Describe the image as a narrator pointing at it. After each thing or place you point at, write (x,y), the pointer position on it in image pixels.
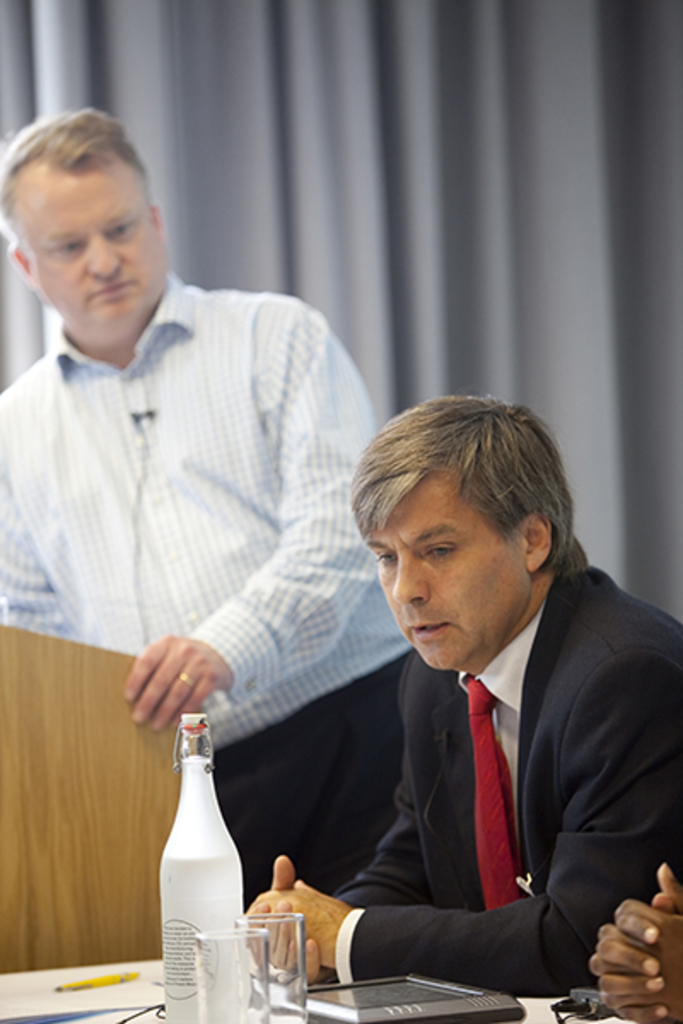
A person (403,868) wearing a black dress (440,839) is sitting. Near to him another person (215,524) wearing a white shirt (260,562) is standing. In front of him there is a podium (73,747). There is a table (159,1003). On the table (97,968) there are glasses (253,958), bottle (221,889) tab (405,1003) and a pen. In the background (325,176) there is a gray curtain (399,225).
